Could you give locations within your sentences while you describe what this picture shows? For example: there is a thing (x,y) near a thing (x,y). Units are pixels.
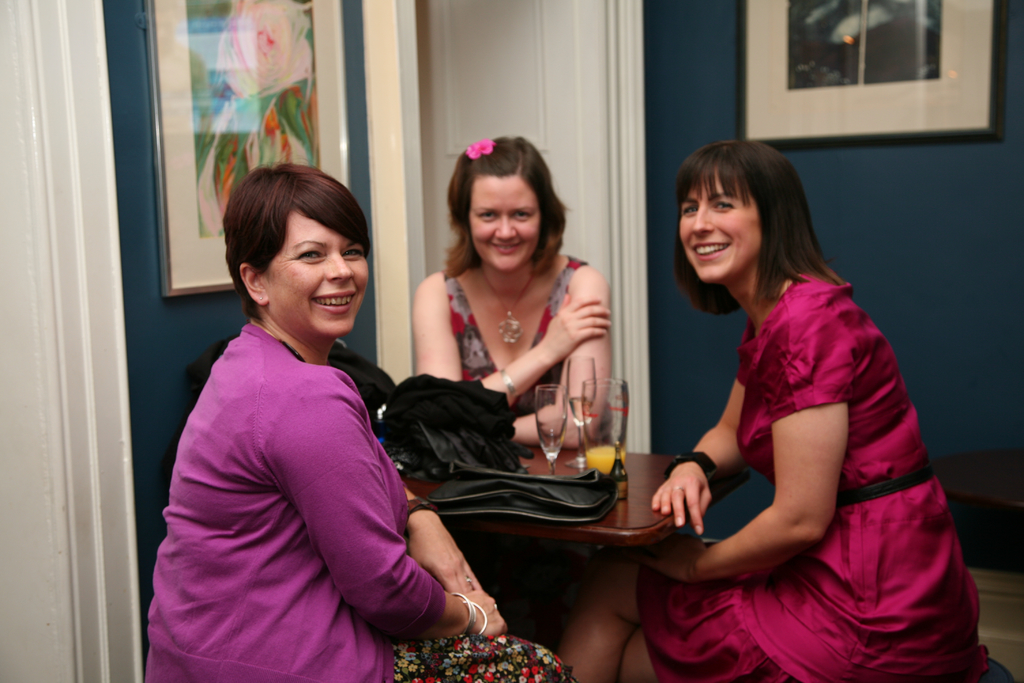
As we can see in the image there is a wall (970,202), door (486,6), photo frames (157,61), three people (217,577) sitting on chairs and a table (643,463). On table (650,524) there are glasses (589,421).
